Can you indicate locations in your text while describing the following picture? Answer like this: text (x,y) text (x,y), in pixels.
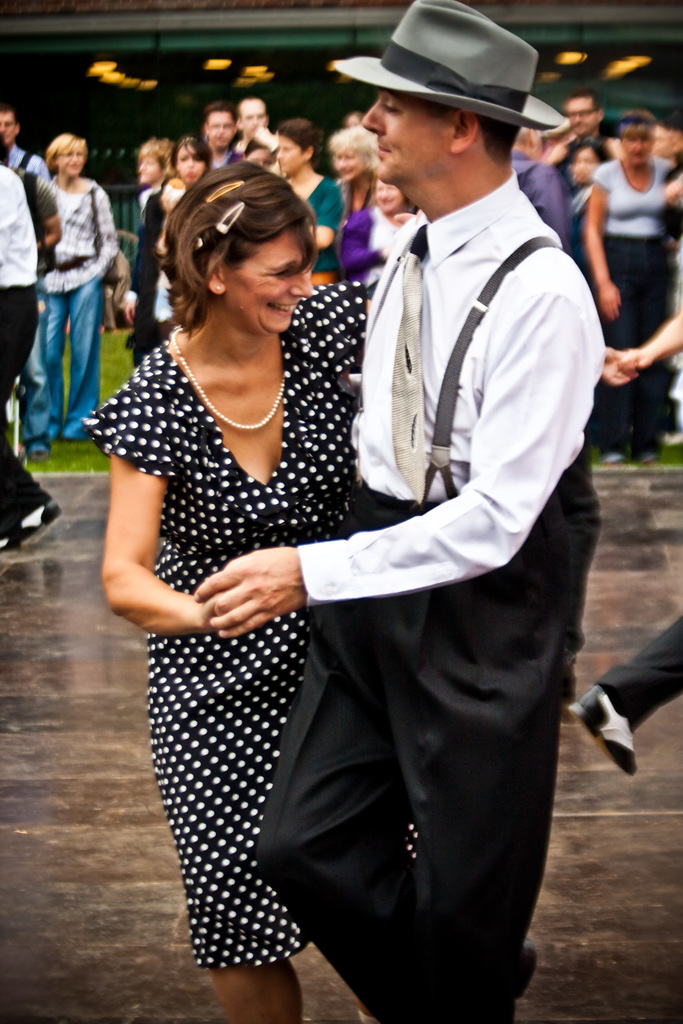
In this image a woman (266,448) and a man (507,473) are holding their hands (223,611) and they are dancing on the floor (555,905). Person (367,542) is wearing a tie (405,326) and a cap (424,55). Right side (610,754) a person's leg (621,716) is visible. Left side (21,287) there is a person (37,504) on the floor (81,537). Few persons (155,299) are standing on the grassland (83,441). Top of the image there are few lights (247,70) attached to the roof (188,67).
